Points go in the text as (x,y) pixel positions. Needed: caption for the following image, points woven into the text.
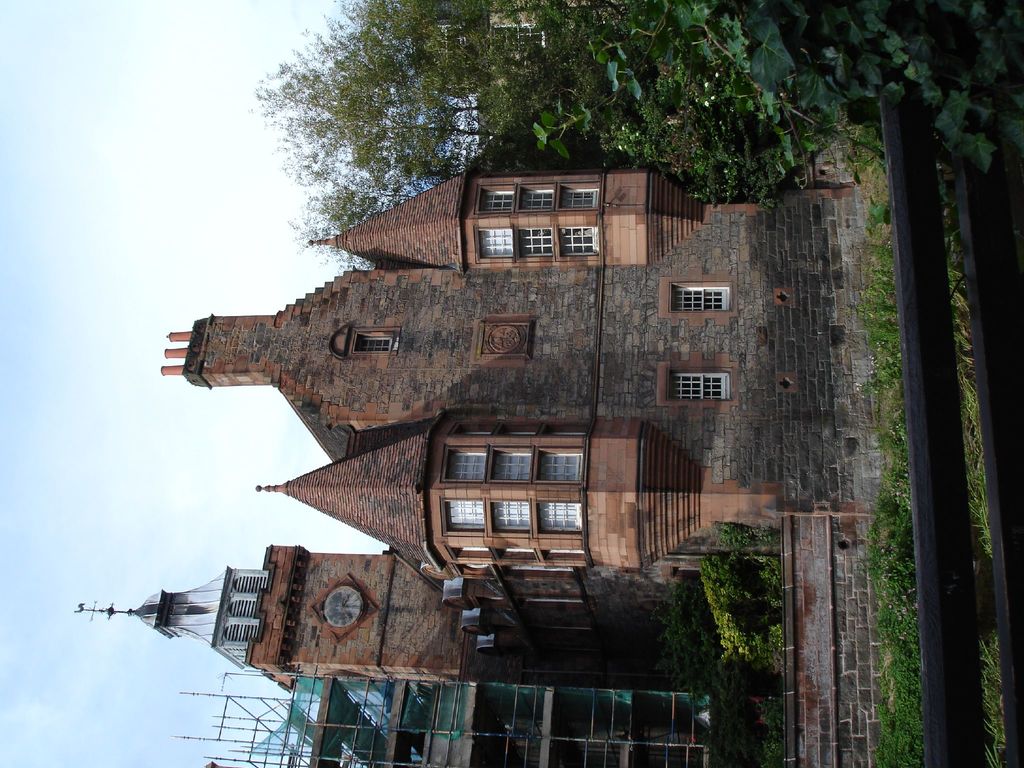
In this picture we can see a building (459,410) and trees (769,200), and also we can see a clock (359,609) on the building (402,608).
